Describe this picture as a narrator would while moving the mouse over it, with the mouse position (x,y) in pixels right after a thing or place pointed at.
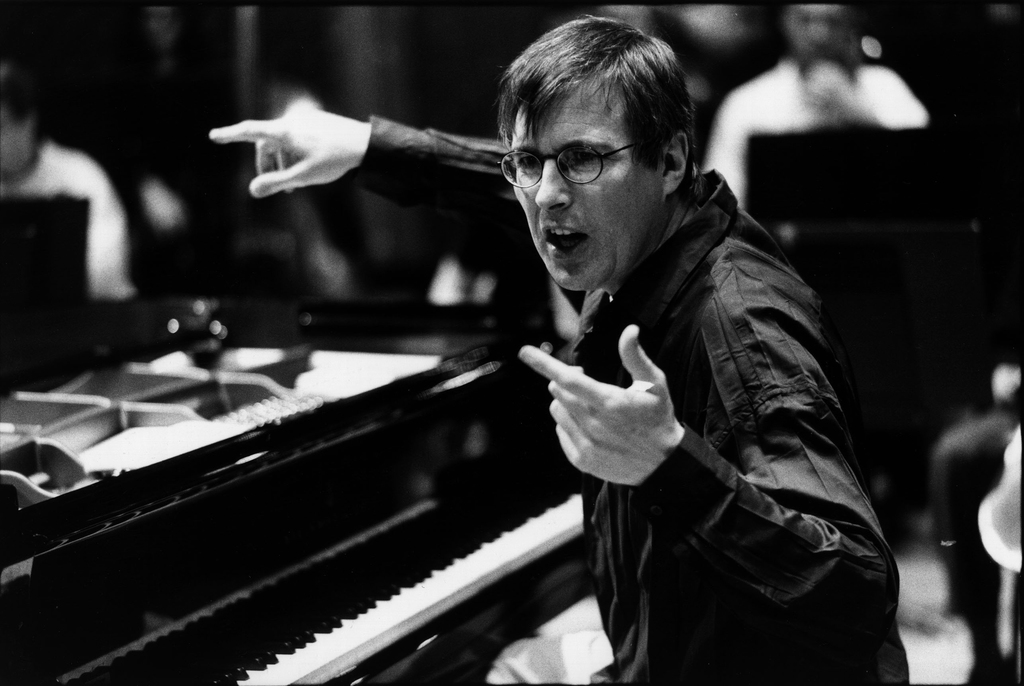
A black and white picture. This man (795,569) is sitting in-front of a piano keyboard (438,580) and wore spectacles (576,178).
